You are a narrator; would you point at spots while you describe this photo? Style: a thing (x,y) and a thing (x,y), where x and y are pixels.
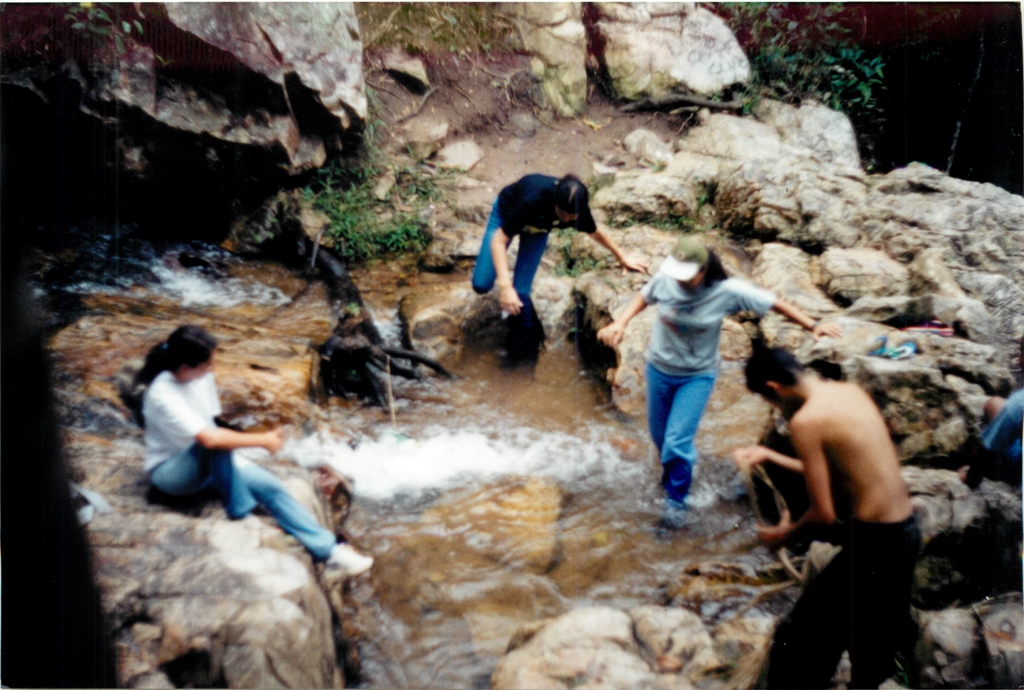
This image is taken outdoors. In the background (336,190) there is a plant (748,87) and there are a few rocks (570,51). In the middle of the image (447,449) there is a stream (454,558) with water (491,547) and there are many rocks (849,263). A woman (246,502) is sitting on the rock (320,497) and a few are standing on the rocks (571,293).
